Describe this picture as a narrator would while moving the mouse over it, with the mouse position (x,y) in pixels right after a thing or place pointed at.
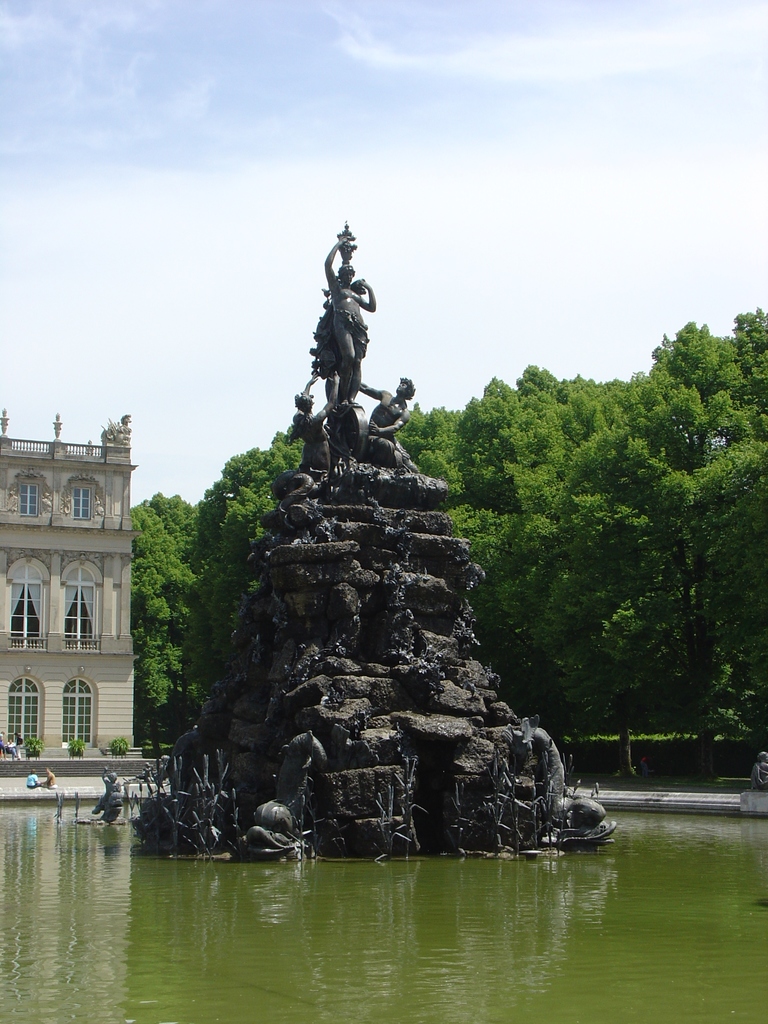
In this image I can see a statue (434,739), building (84,734), windows (89,504), trees (508,574), stairs (64,768) and the water (221,935). The sky (349,176) is in blue and white color.
